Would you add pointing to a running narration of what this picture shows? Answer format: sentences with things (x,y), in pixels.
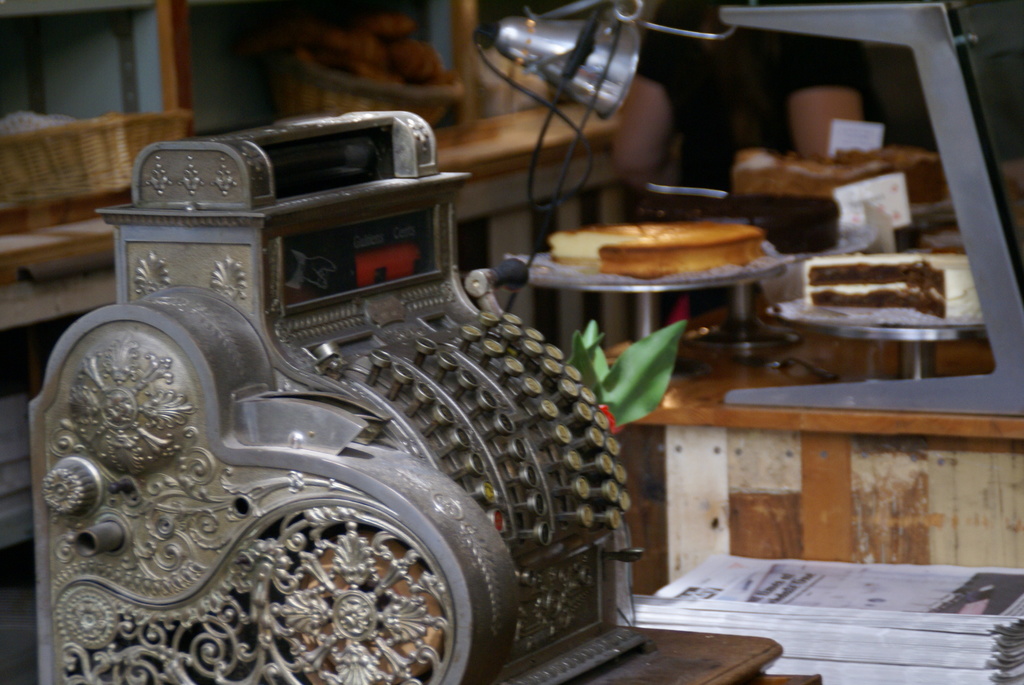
In this picture I can see a machine (542,481), there are cakes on the cake stands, there are papers (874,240) and a light (590,29) on the table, there are some items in the wicker baskets (43,153) which are on the cabinet (571,136).
